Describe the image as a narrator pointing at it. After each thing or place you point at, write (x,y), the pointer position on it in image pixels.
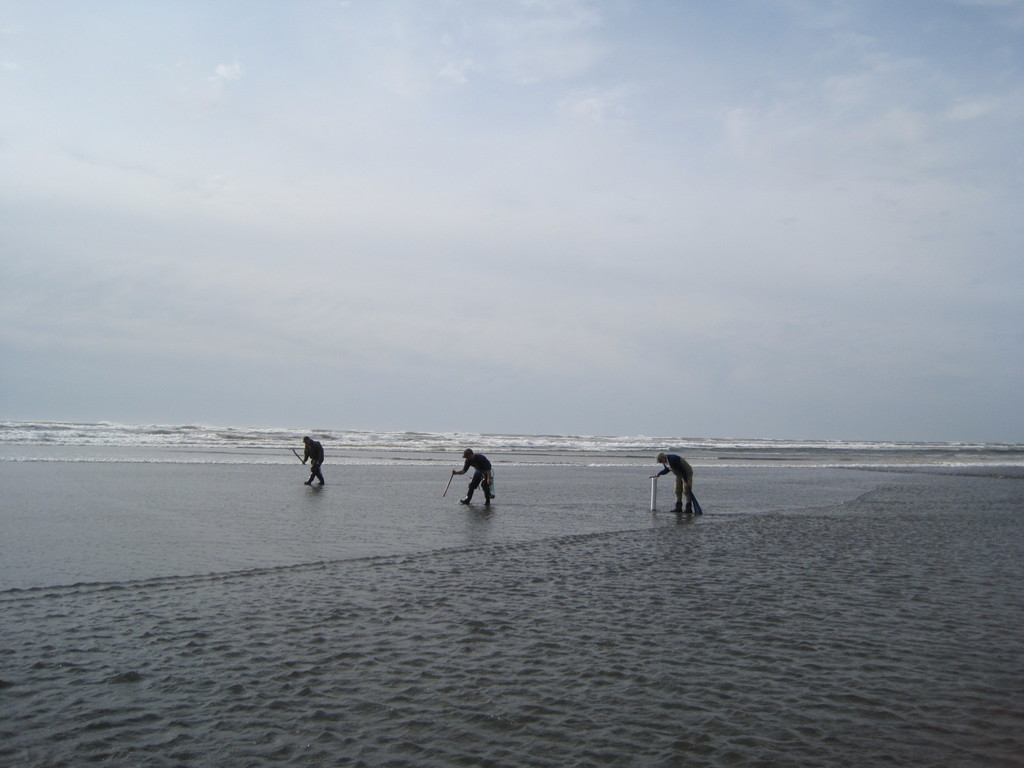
In the picture we can see a beach view (936,491) with a sand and some people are bending and walking with a stick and in the background (835,451), we can see a water (491,450) with white tides (373,450) and a sky (587,286) with clouds (648,286).
